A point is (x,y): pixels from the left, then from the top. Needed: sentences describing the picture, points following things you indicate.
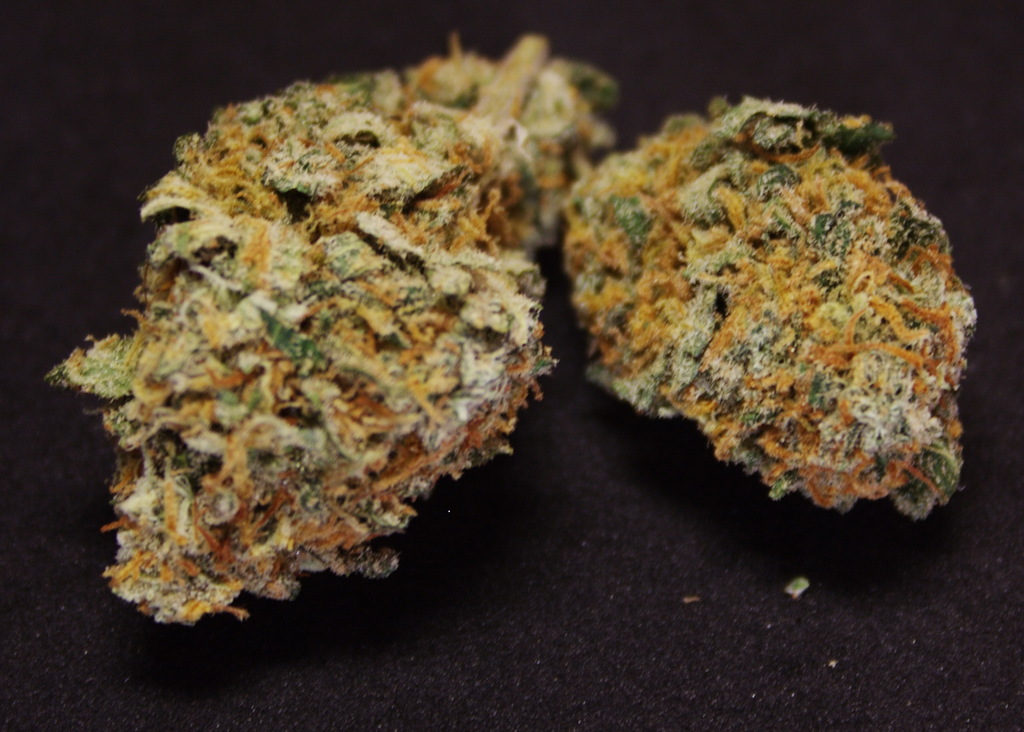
In this image we can see some objects (480,180) which are in yellow and green color are placed on the black surface (727,624). The background of the image (17,186) is in black color.
